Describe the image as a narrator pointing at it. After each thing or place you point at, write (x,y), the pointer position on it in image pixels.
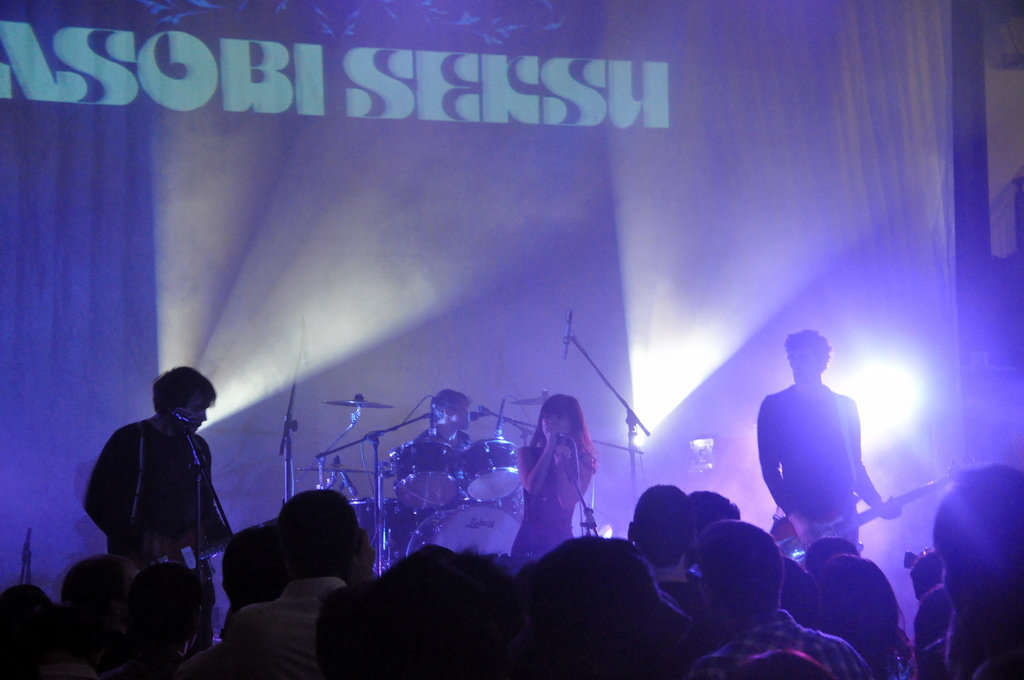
In the foreground of the picture (715,579) there are audience (989,604). In the center of the picture (460,448) there is a band (149,445) performing. On the left (172,494) there is a person (171,483) playing guitar (181,549). On the right (809,437) there is a person (839,439) playing guitar (838,525). In the center of the picture (556,442) there is a woman (568,468) singing, behind her there is a person (467,426) playing drums (413,486). At the top (137,89) there is text (176,92). In the background (853,387) there are lights (894,362) and curtains (452,250).
